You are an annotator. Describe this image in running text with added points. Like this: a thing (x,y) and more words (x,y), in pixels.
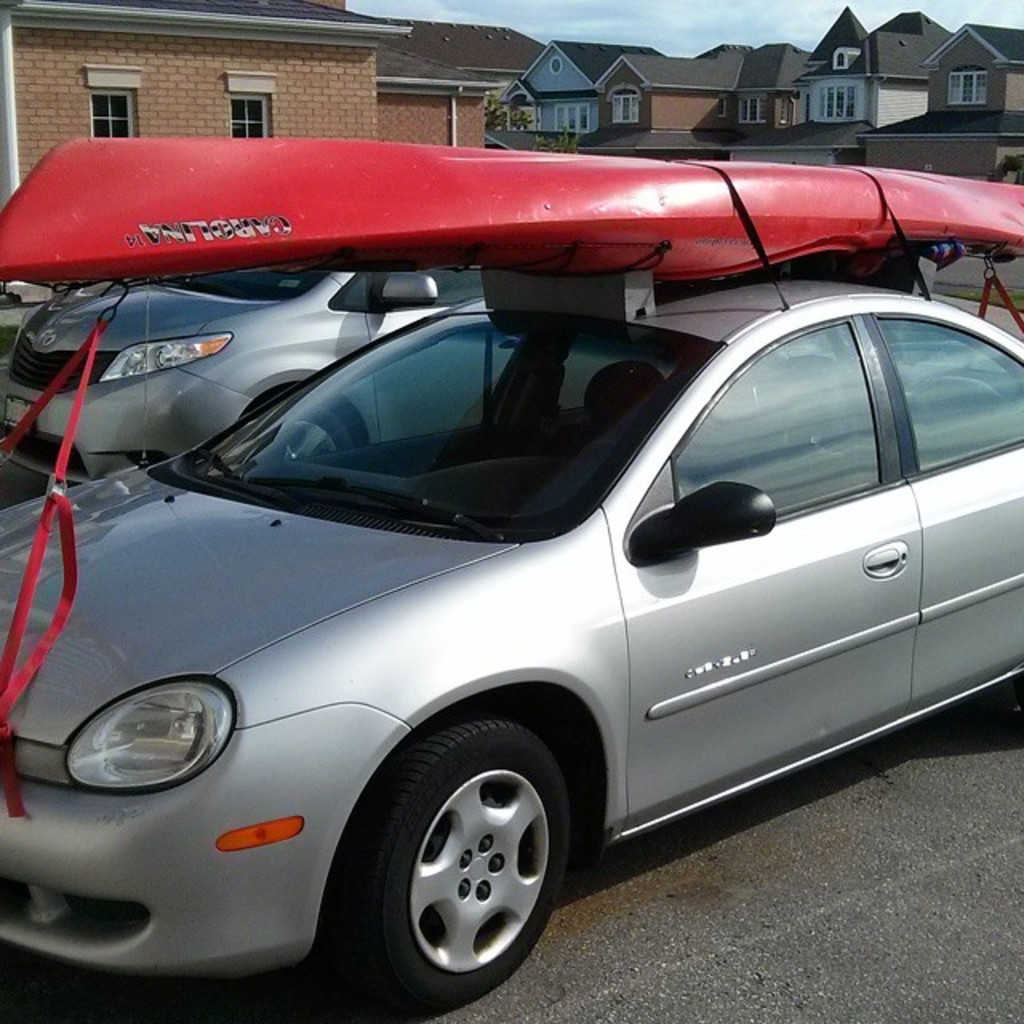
In the picture we can see two cars (10,519) are parked and on one car (225,570) we can see a red color object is tied and in the background (869,51), we can see a few houses (148,51) with windows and on the top of it we can see a part of the sky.
